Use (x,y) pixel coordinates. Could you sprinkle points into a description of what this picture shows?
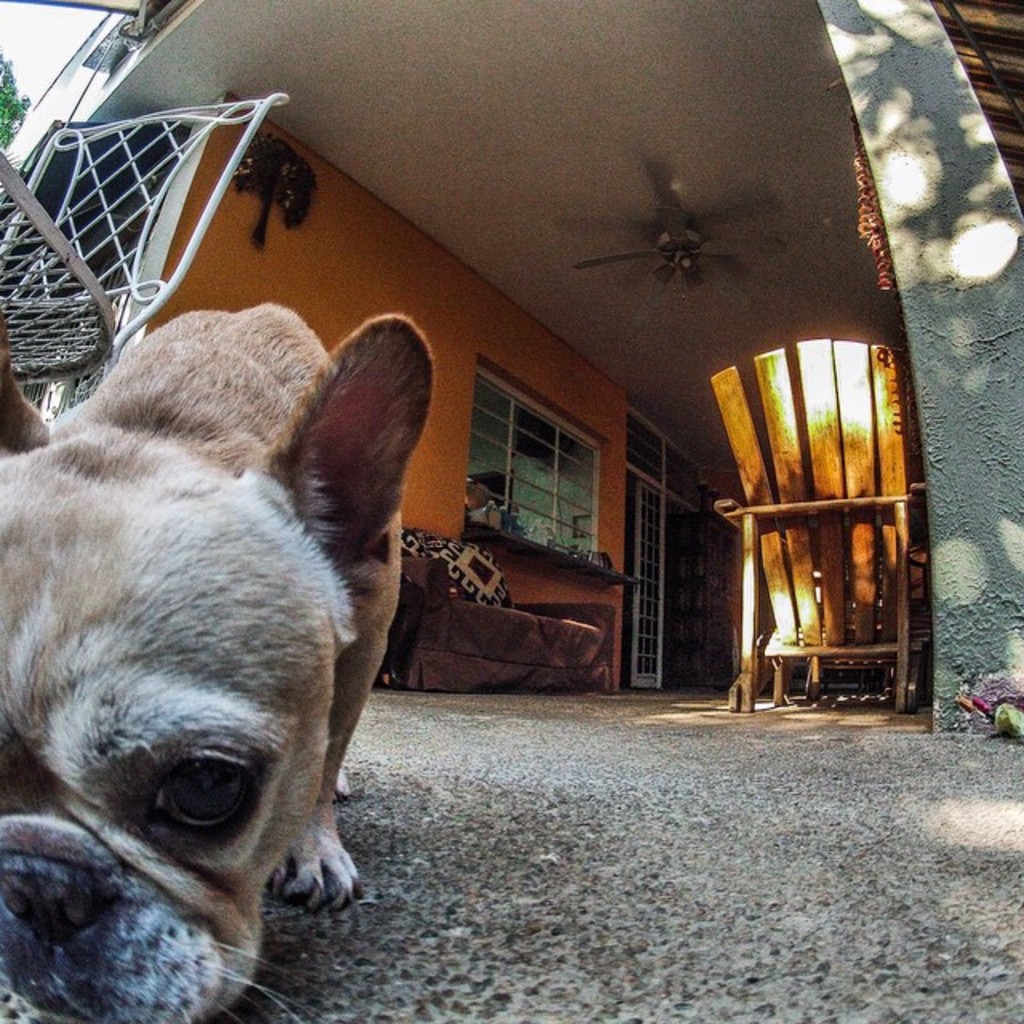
In this image I can see a dog (271,568), few chairs (863,467), a house (406,291) and a sofa (476,663).
